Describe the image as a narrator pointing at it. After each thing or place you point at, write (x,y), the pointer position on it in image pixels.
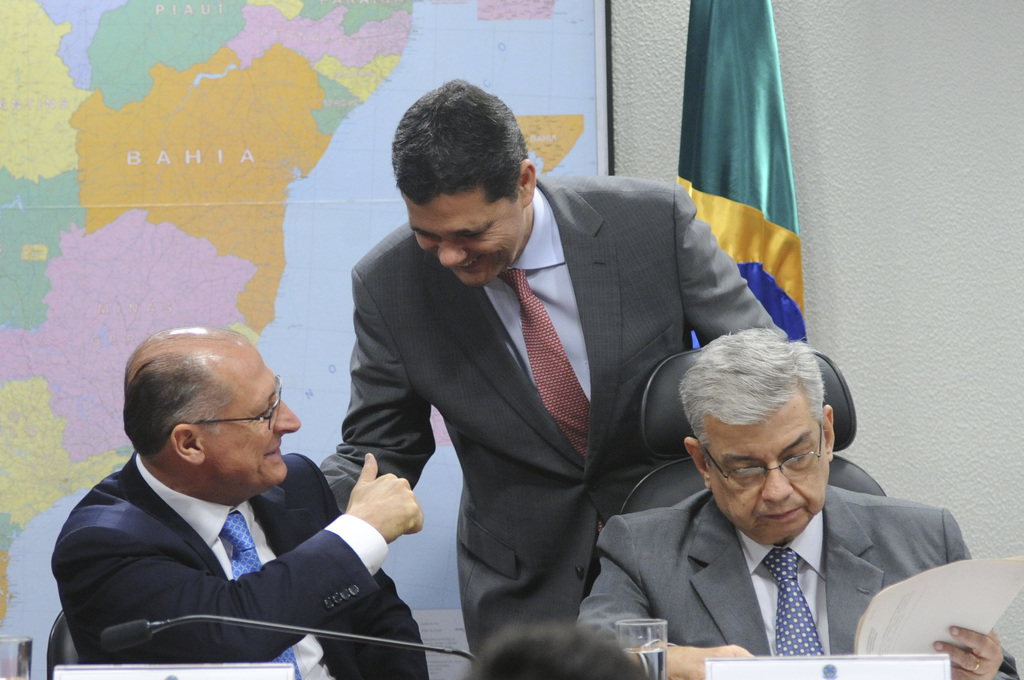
2 people (344,575) are sitting and wearing suit (749,608). There is a microphone (133,626) and a glass (624,632) of water (654,650) at the front (636,660). There is a map (357,180) and a flag (747,135) at the back (747,135).
